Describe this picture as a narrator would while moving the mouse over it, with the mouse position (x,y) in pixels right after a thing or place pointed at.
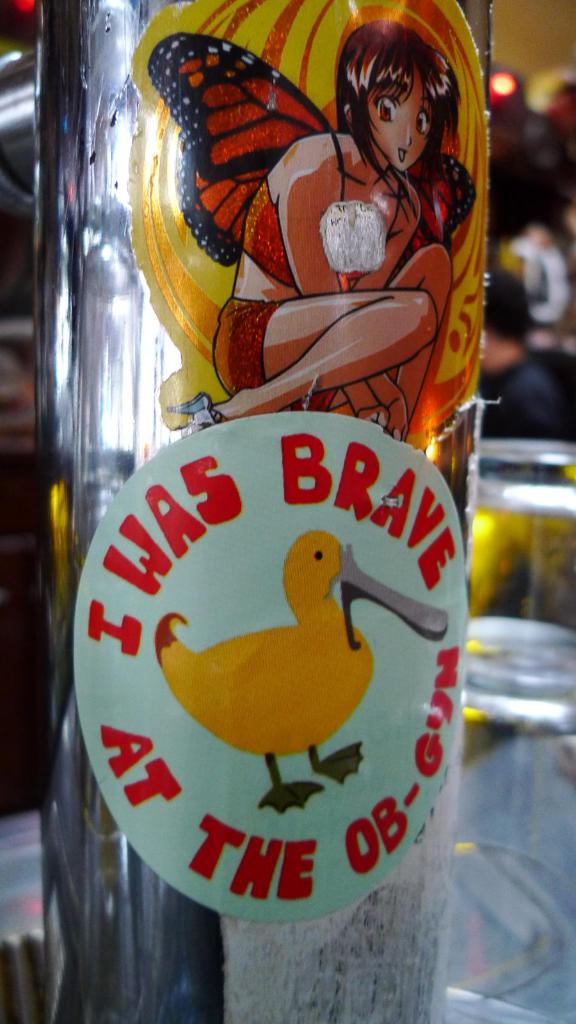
This image is taken indoors. At the bottom of the image (375,962) there is a table (35,850) with a bottle (301,507) and glasses (569,565) on it.
